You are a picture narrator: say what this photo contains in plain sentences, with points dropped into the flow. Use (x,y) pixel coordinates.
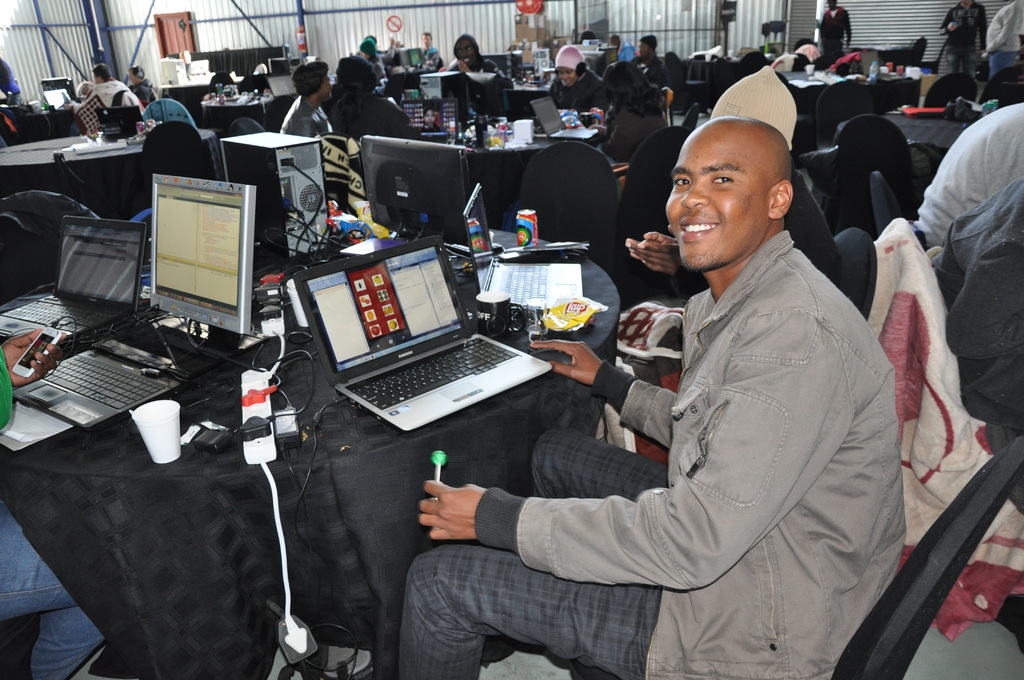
This image is taken indoors. On the right side of the image (955,336) a few people (952,198) are sitting on the chairs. In the middle of the image (591,453) a man (599,600) is sitting on the chair (923,568) and holding a lollipop (438,498) in his hand (458,524) and there is a table (244,478) with a table cloth (340,469), laptops (338,345), monitors (219,248) and many things (197,433) on it. On the left side of the image (5,593) a person (22,615) is sitting on the chair (17,642) and holding a mobile phone (32,352) in his hand (43,367). In the background (914,57) there are many tables (24,133), chairs (593,158) and many things (588,129) on them and a few people (128,91) are sitting on the chairs (969,85) and a few (964,32) are standing. At the top of the image (19,39) there are a few walls (411,36) with sign boards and doors (159,30).
